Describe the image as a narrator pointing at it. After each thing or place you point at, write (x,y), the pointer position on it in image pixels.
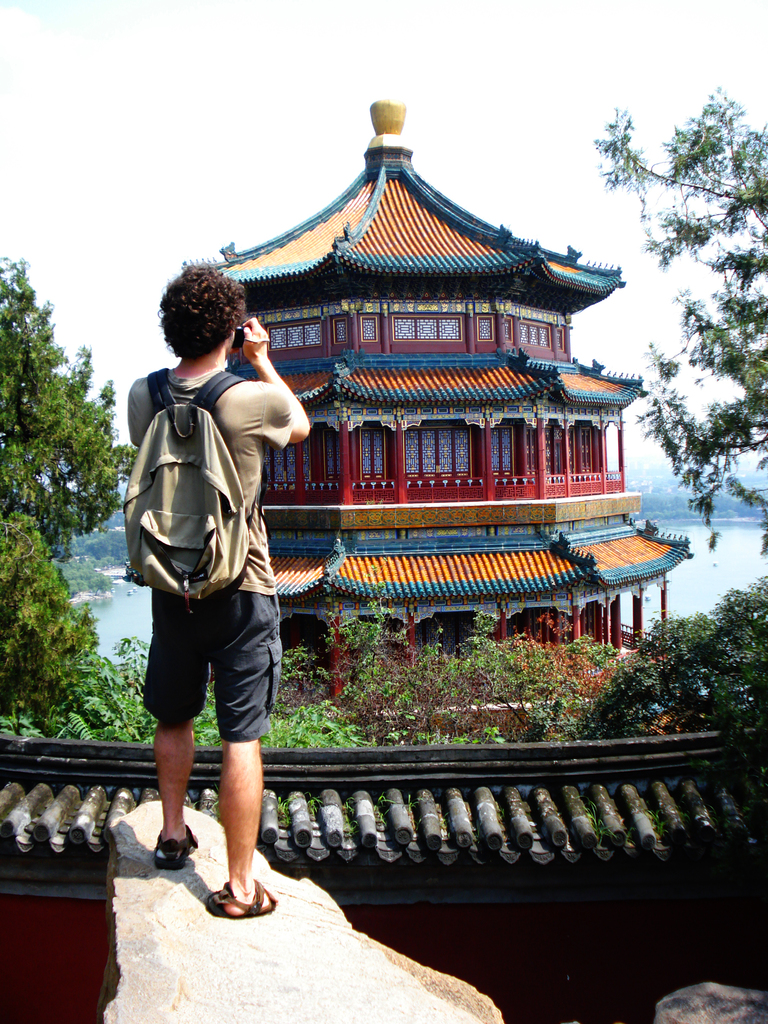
In this image we can see a building (342,333), person (220,625) standing on the rock (278,893) and holding a camera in the hand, trees (73,497), water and sky (302,90).
